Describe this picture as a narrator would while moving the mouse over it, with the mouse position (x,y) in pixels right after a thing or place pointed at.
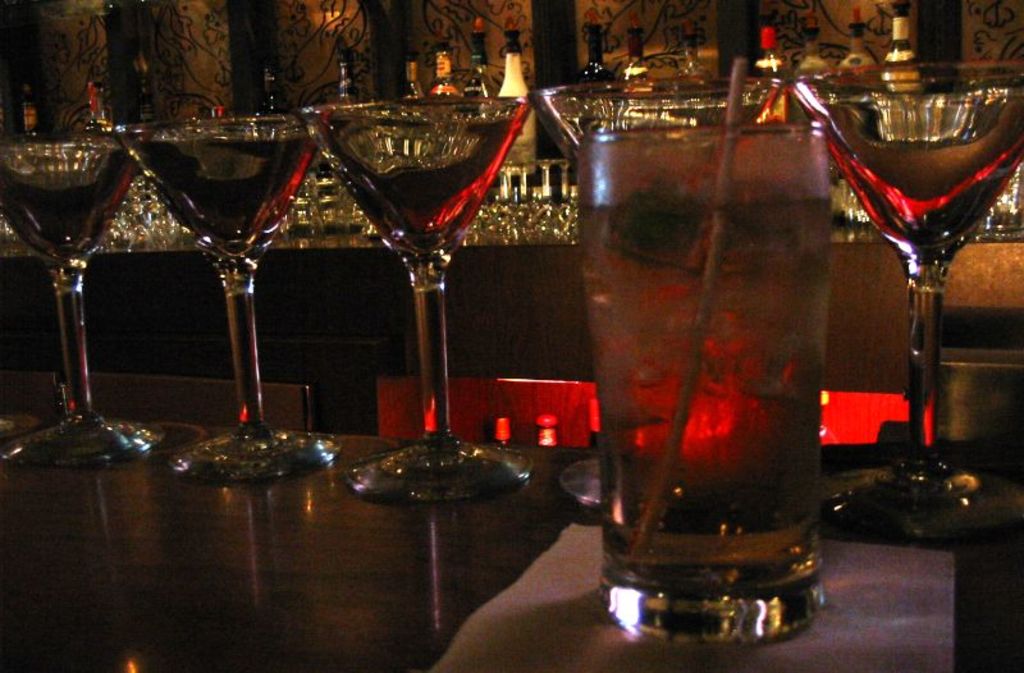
There are glasses (201,226) arranged on a table (1004,549) on which there is a glass (698,131) filled with a drink (785,298) on a white paper (597,663). In the background (535,194), there are glasses (332,188) arranged on a table (326,254) and there are bottles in a shelf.
